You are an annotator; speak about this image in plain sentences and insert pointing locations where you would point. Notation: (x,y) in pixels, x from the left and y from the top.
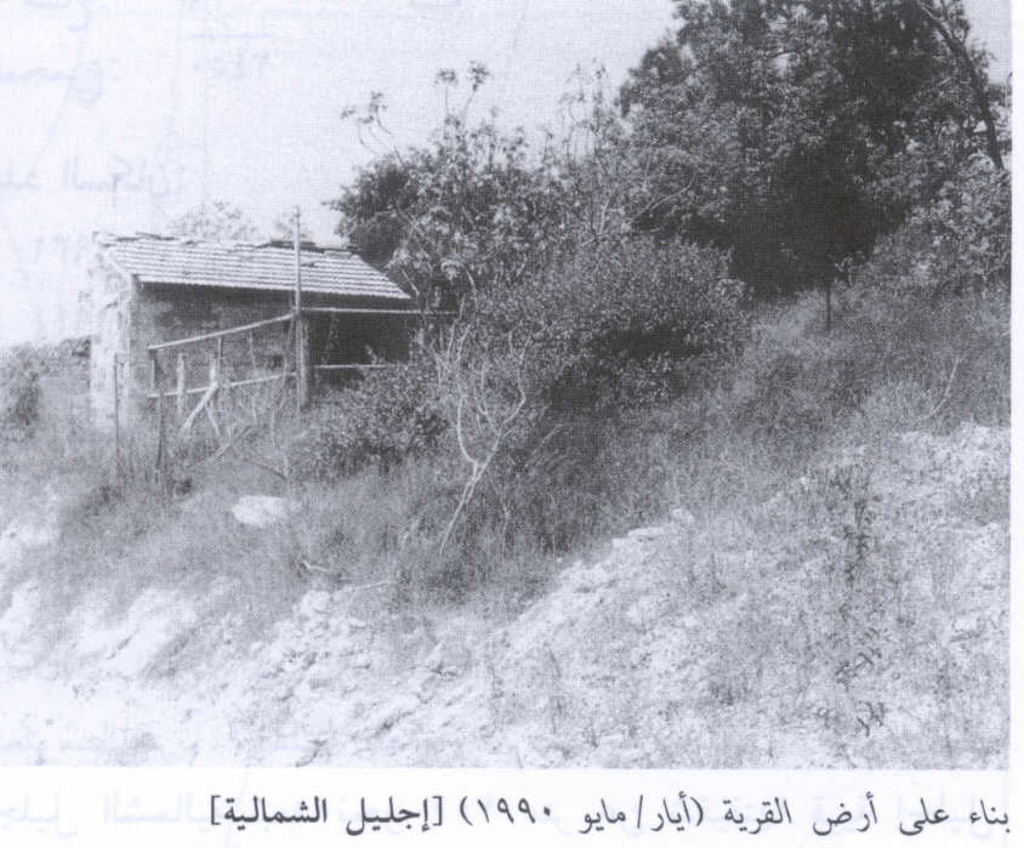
This is a poster and in the foreground of this poster, we can see hut (250,331), trees (678,208), plants (914,283), and the sky (437,91).
